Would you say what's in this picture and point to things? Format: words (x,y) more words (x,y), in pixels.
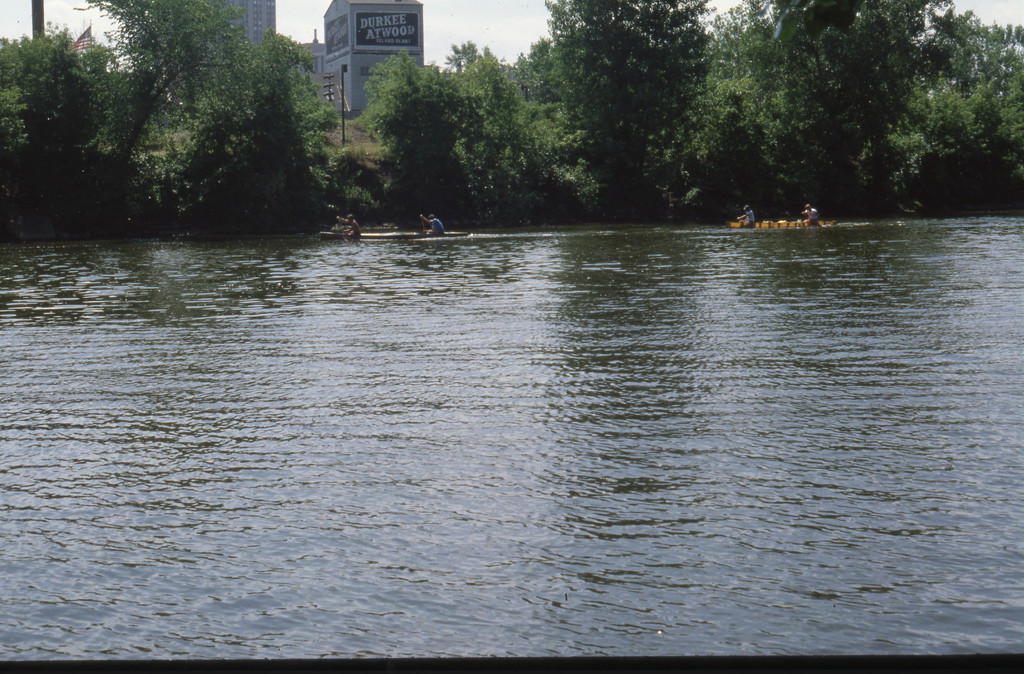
In this picture there is water (568,450) in the center of the image (535,324), on which there are boats (327,236), there are people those who are sitting on the boats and there are trees (120,43), posters (327,46), poles (329,86), and buildings (325,72) in the background area of the image (386,99).
